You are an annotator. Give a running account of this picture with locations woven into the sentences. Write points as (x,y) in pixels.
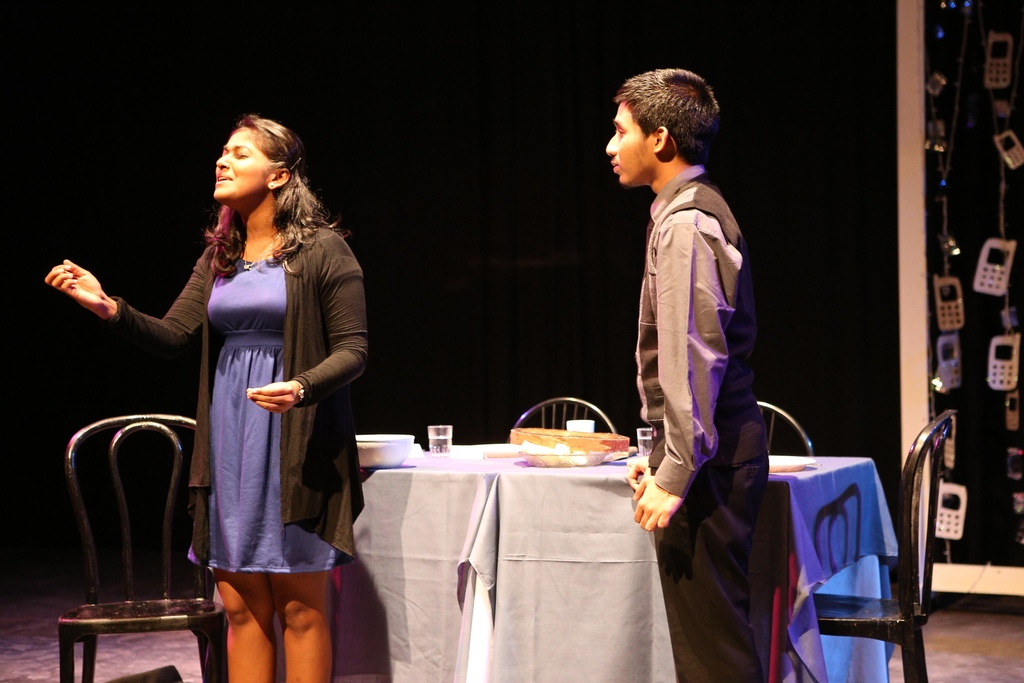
In this image i can see a woman (278,350) and a man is standing on the ground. I can also see there is a table (459,550) and few chairs (89,528).
